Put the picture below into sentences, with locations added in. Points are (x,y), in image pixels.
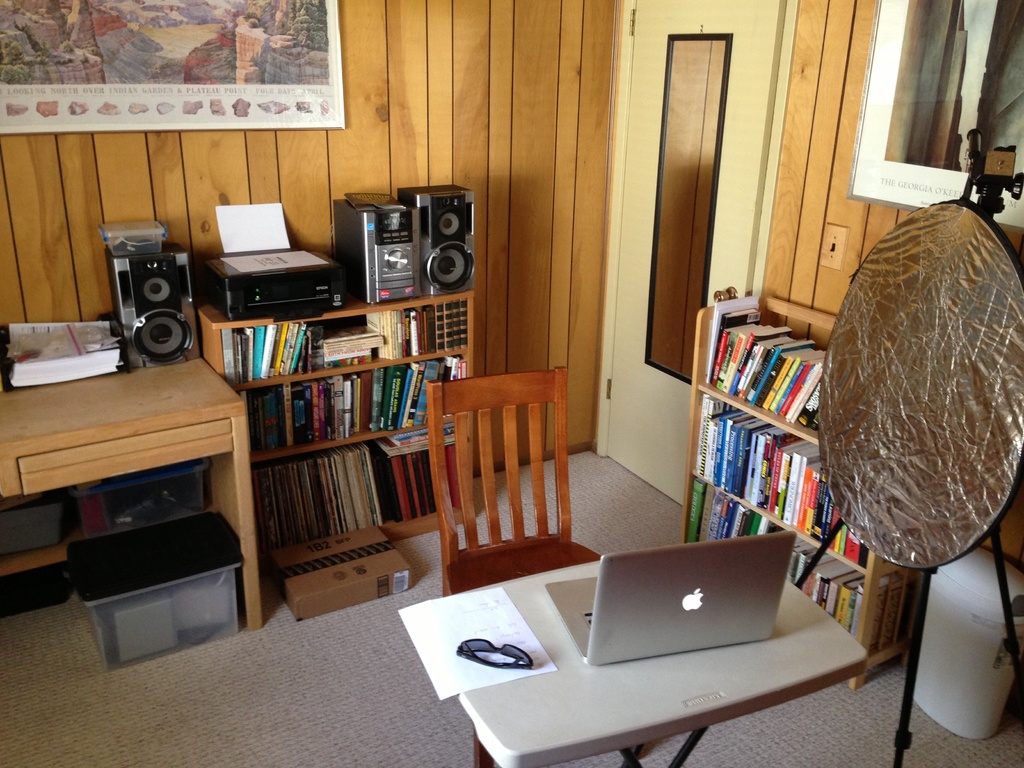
there is a room (307,300). at the front (466,685) there is a table (584,704) on which there is a laptop (591,642), paper (466,630) and goggles (480,651). at the right (720,442) there are door (734,236), bookshelf (758,424). at the back (301,354) there is a sound system (370,262) and bookshelves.
